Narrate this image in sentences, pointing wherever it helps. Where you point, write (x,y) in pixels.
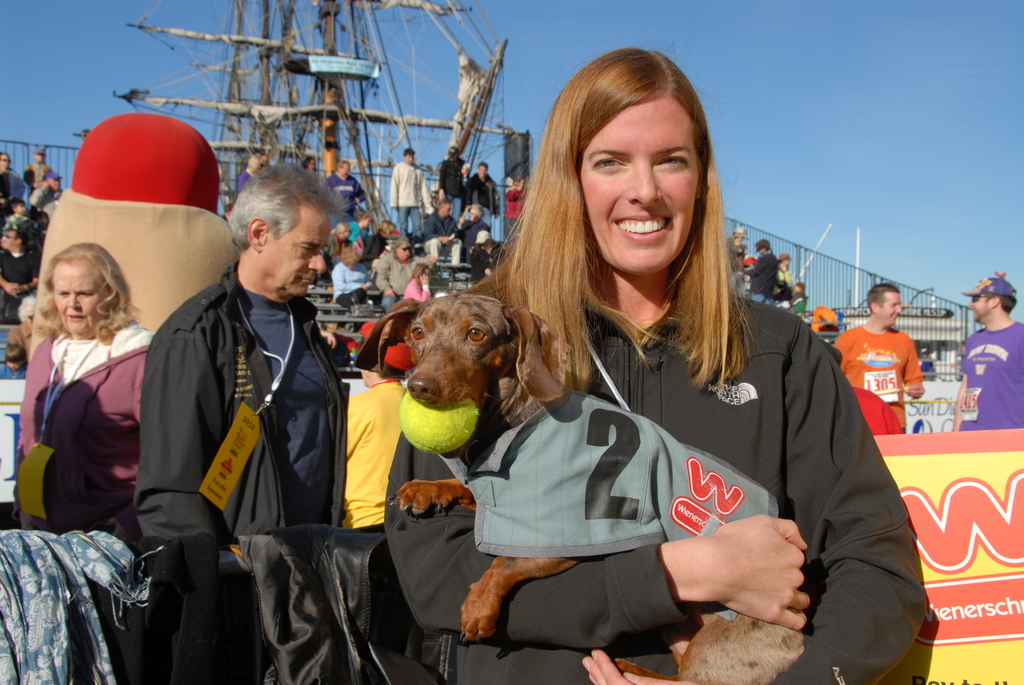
This picture shows a group of people (267,186) standing and we see a woman (585,381) holding a dog (690,629) in her hands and we see a ball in dogs mouth (443,401) and we see a blue clear sky (711,130).
